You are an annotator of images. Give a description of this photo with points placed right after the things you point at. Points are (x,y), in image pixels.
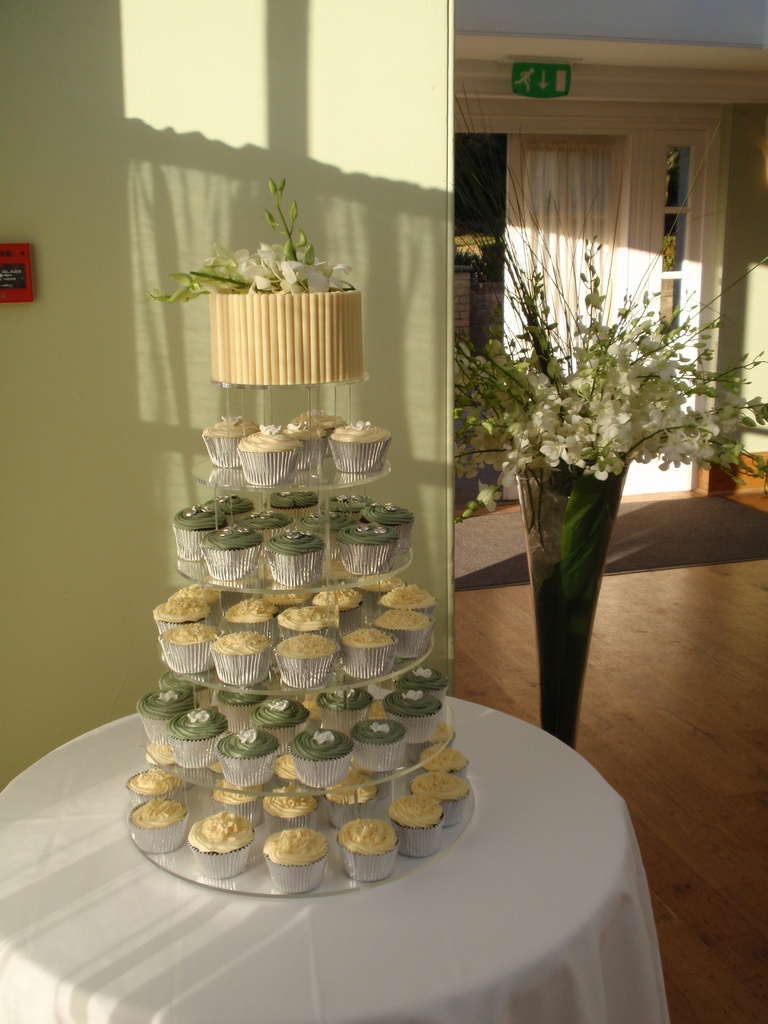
In this image I can see a table (543,912) which is white in color and on the table (485,888) I can see number of cupcakes (395,823). In the background (585,507) I can see a flower vase (572,483) with cream colored flowers (596,426) in it, the ceiling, the curtain (568,260), the wall (621,81) and a green colored board (530,74).
